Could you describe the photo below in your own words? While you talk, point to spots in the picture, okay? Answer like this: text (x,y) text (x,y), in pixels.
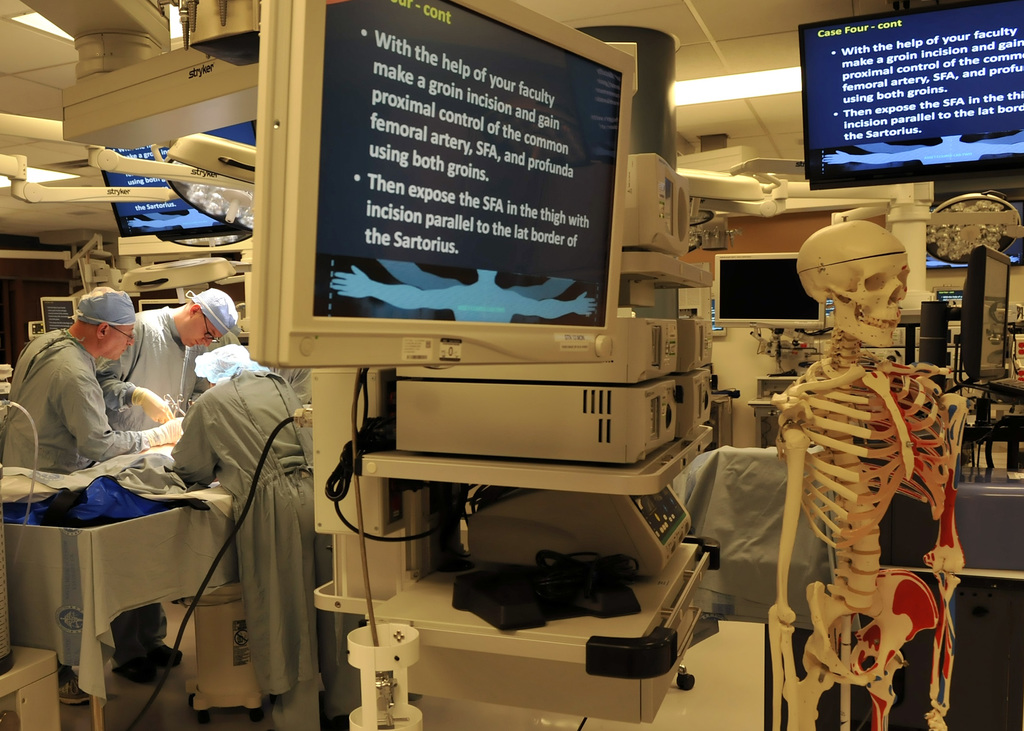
In this picture I see 2 screens (370,233) in front, on which there is something written and I see lot of equipment (654,329) and on the right side of this image (823,300) I see a skeleton (872,574). On the left side of this image (137,386) I see 3 persons (128,358) who are wearing same dress (160,335). On the top of this image (39,173) I see the lights (711,96) and I see few more equipment (719,240) in the background (912,246).
